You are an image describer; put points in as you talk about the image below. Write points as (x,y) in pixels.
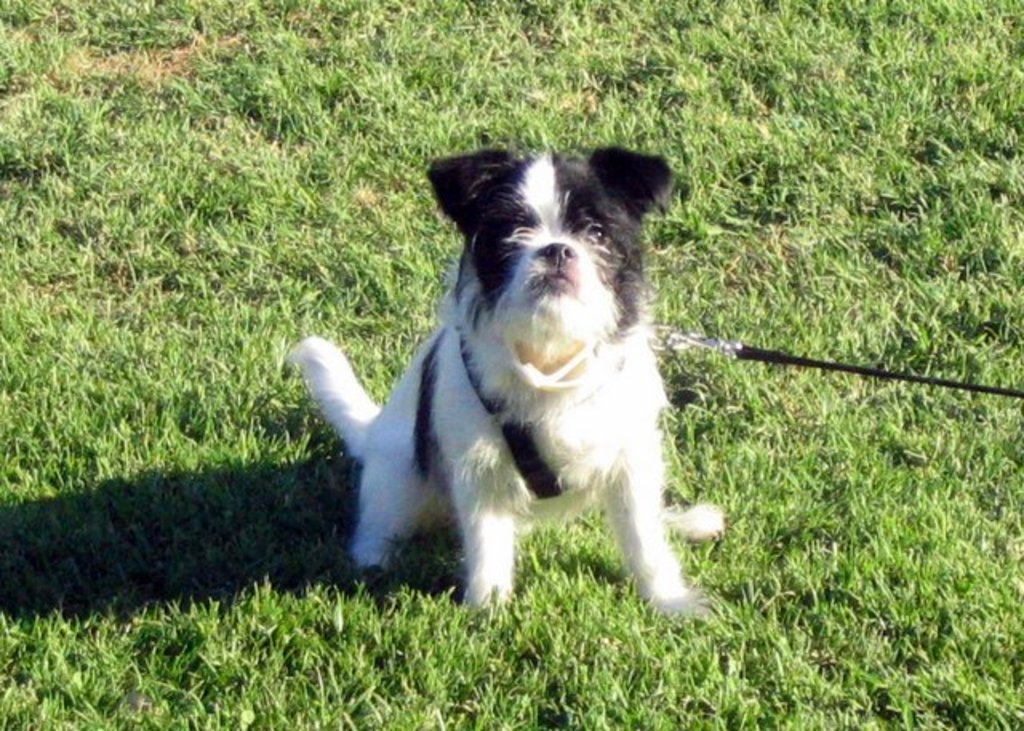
In this image, we can see a dog (506,453) with a belt (721,346) and sitting on the grass (842,711).
